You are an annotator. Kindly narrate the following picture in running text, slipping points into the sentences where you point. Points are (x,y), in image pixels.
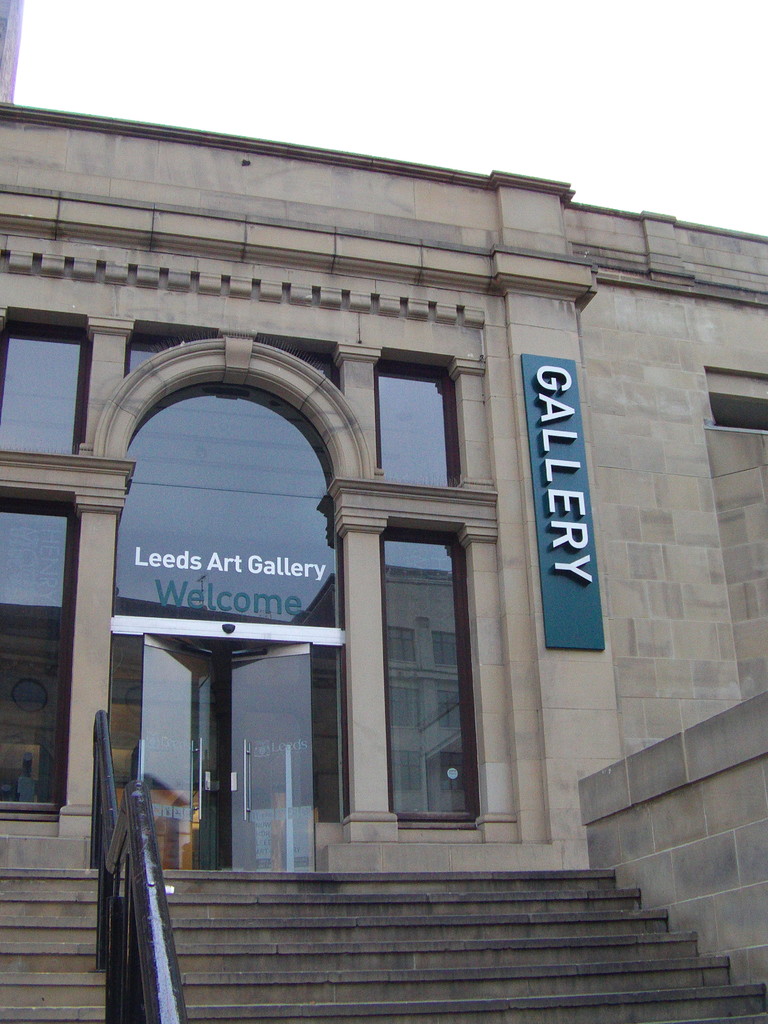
In this image I can see few stairs (505,944), the railing (97,784) and a building (465,554) which is brown in color. I can see the glass doors (251,726) and a blue colored board (557,460). In the background (570,132) I can see the sky (485,114).
